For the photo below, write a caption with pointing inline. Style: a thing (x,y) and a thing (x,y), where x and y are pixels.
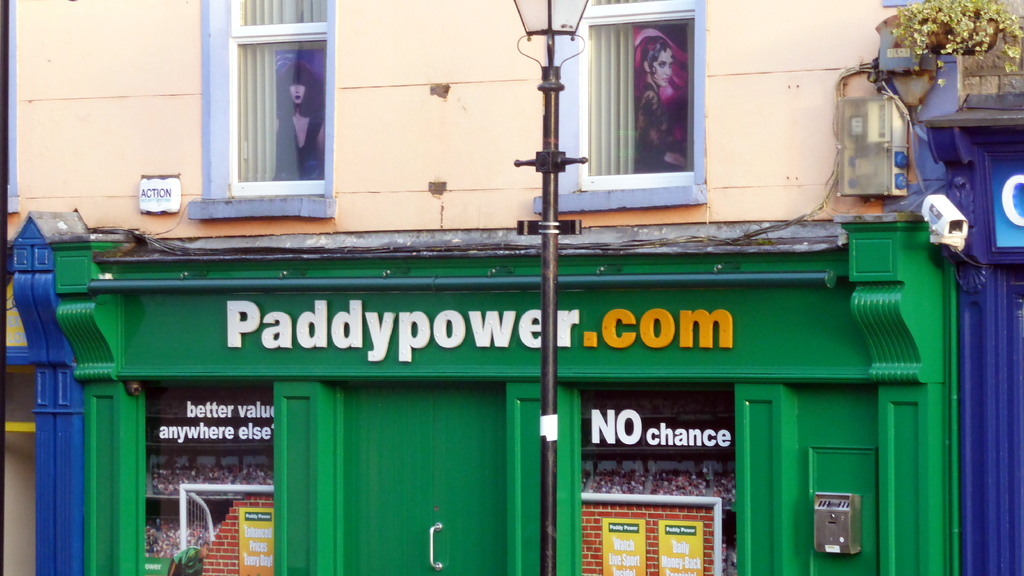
In this image, we can see a building (507,207), walls (459,109), windows (285,178), curtains (269,132), posters (670,112), pole (545,453), wires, plant (965,10), door (428,529) and few objects (115,281).
